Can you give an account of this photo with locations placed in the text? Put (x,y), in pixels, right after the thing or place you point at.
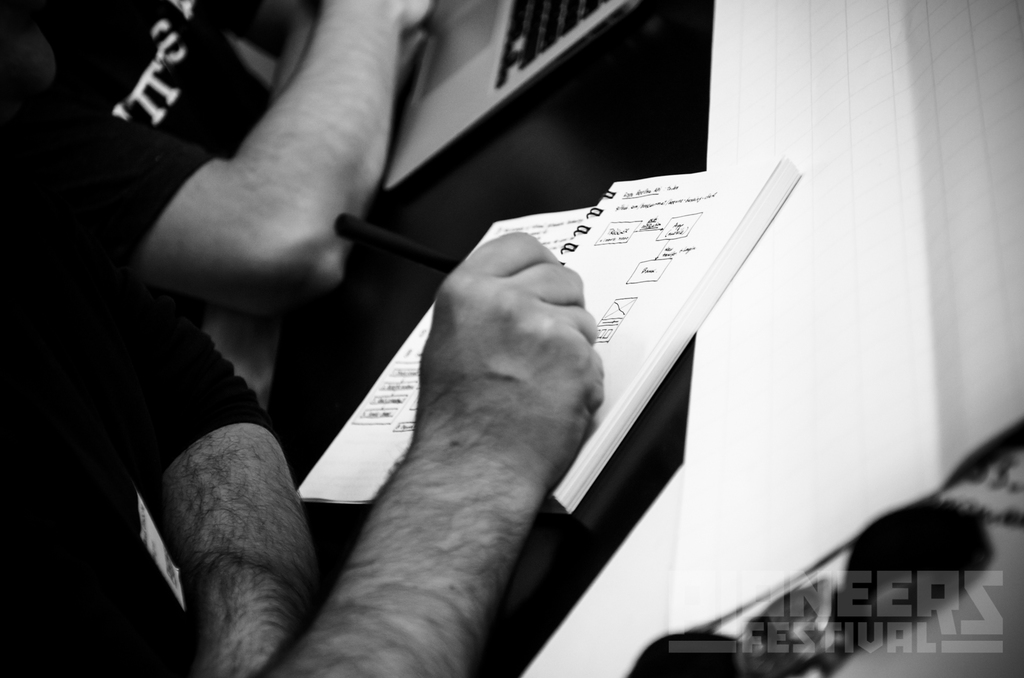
In this picture there are two persons (129,368), among them one person (469,284) holding a pen (370,242) and we can see laptop (533,65) and book (643,240) on the table (770,295). In the bottom right side of the image (723,641) we can see watermark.
